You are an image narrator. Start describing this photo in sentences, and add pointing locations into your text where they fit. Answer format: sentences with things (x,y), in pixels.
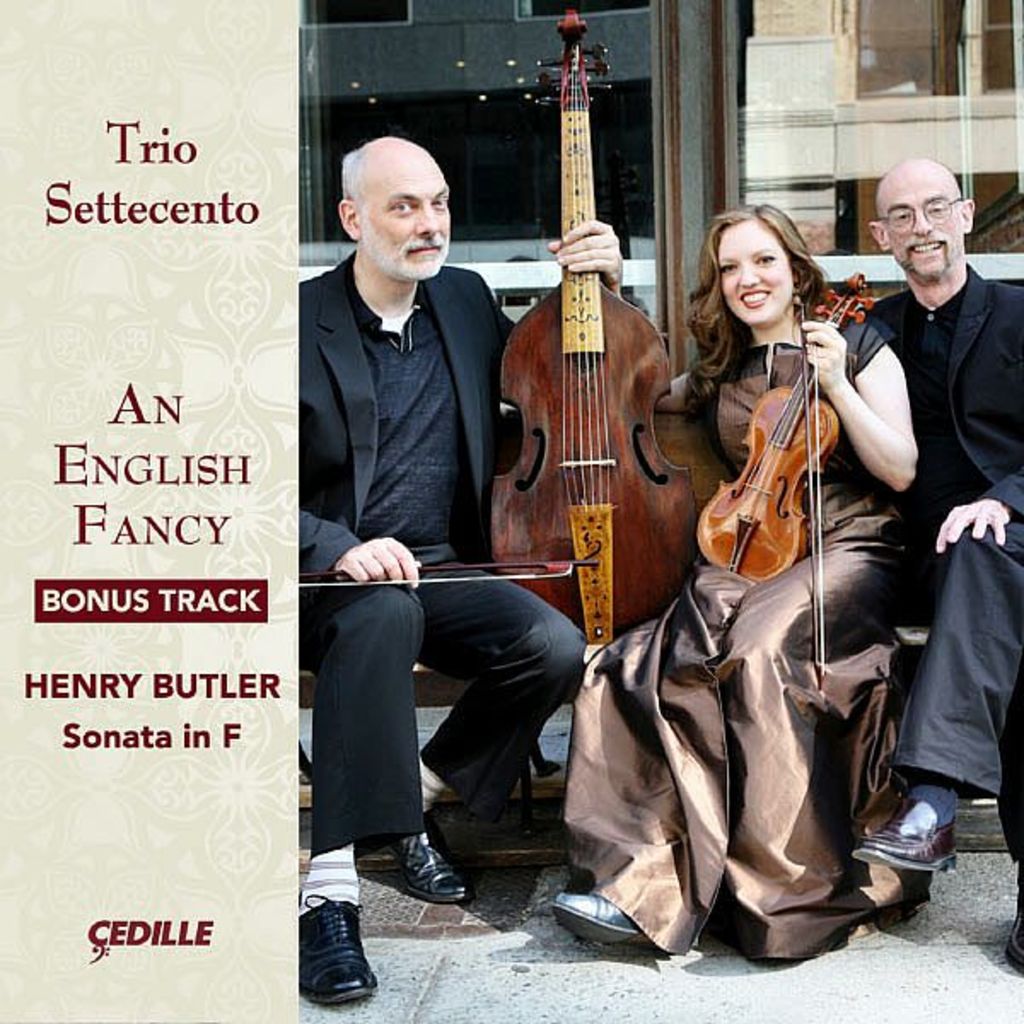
As we can see in the image there is a building (818,104) and three people (788,366) sitting over here. Two of them are holding string instruments (634,494).
